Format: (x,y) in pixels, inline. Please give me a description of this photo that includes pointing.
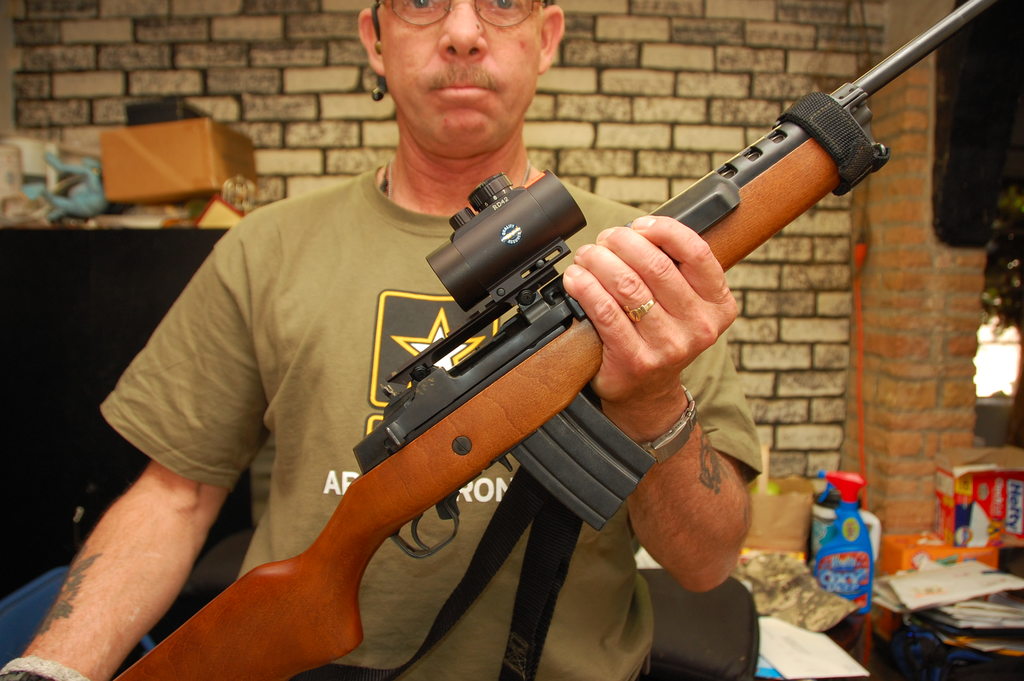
In this picture we can see a man (332,370) holding a gun (436,415) and in the background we can see the wall (853,33), papers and some objects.
